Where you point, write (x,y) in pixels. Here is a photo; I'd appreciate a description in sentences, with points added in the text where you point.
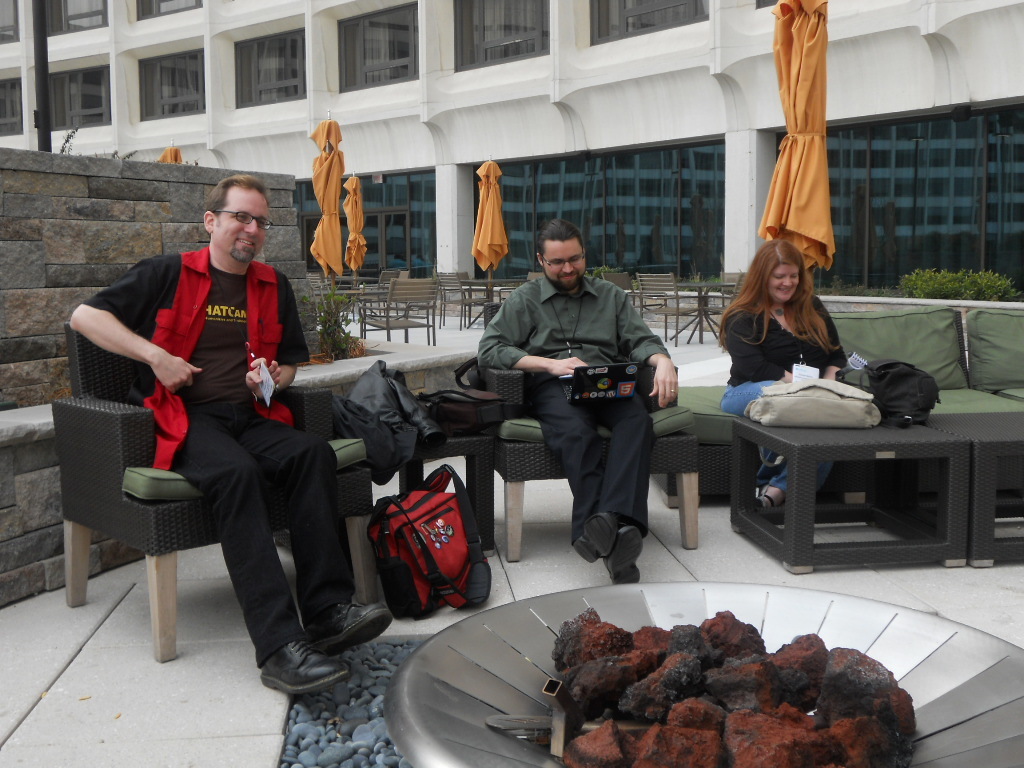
There are two persons (528,302) sitting on the chair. And on the sofa (834,319) one lady (760,292) is sitting. There is a table (946,429) and on the table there are two bags (801,406) kept. On the ground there is a bag (393,607). There are pebbles (344,721) in the ground (364,715). There is a plate (466,704) and some items (613,682) are kept on this plate (467,719). In the background (397,328) there are some chairs (435,289) and table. There are umbrellas (330,203) near to the chairs (429,300). And also there is a building (435,104) in the background (437,113). And one person (558,327) wearing a green shirt (572,342) is having a laptop (611,389) in his hand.
